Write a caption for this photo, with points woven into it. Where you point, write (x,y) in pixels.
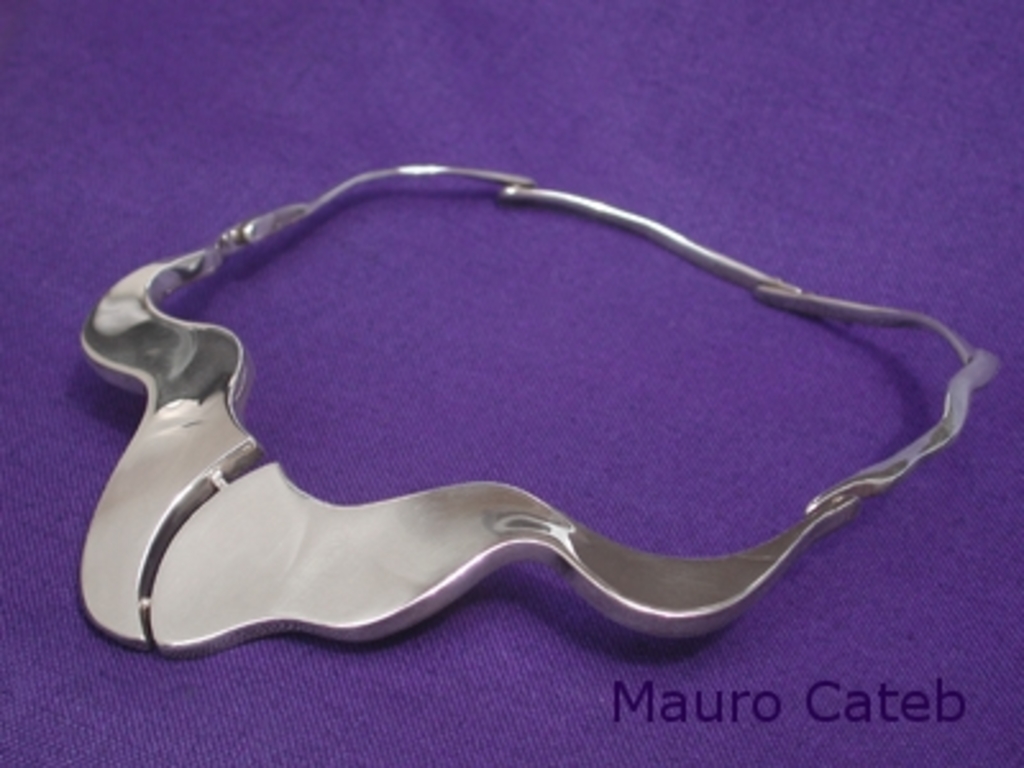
In the center of the image (587,370) we can see one carpet (391,746), which is in violet color. On the carpet (78,398), we can see one steel object (332,534). In the bottom right side of the image (694,695), we can see some text (854,717).
